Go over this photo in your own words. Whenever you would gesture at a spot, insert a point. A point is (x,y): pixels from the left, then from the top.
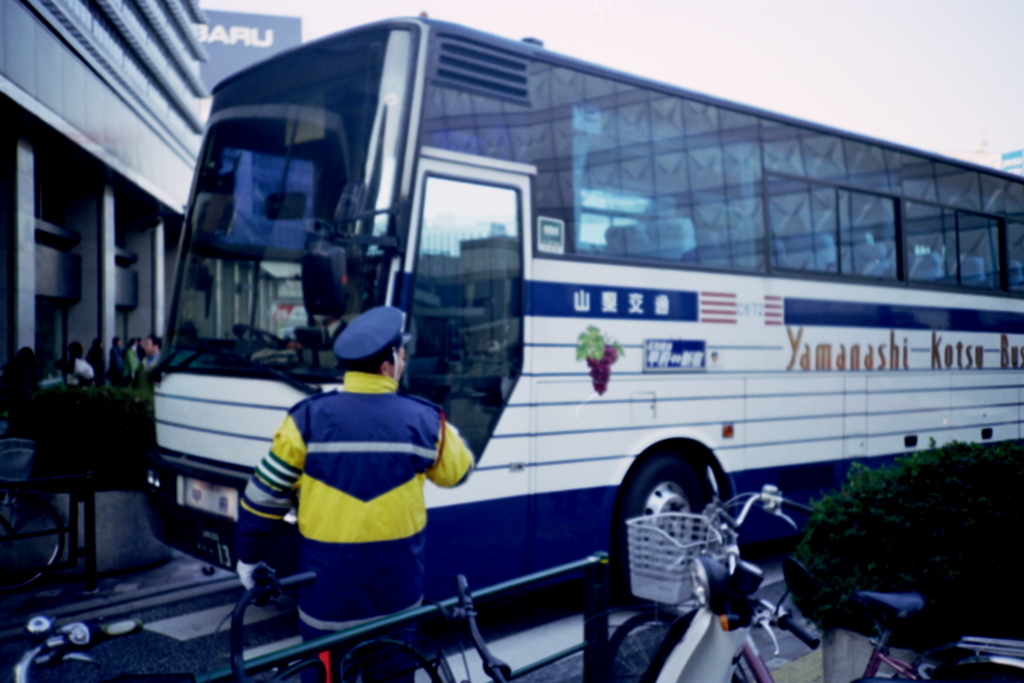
In the center of the image (502,299), we can see a bus (544,316) and in the foreground (386,468), there is a person (339,456) wearing cap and standing and there are bicycles (471,626), bushes (81,432), a railing (384,624) and some other people (71,352) and there are boards (229,49) and buildings (128,267). At the bottom (158,625), there is road (171,615) and at the top (662,50), there is sky (677,38).
